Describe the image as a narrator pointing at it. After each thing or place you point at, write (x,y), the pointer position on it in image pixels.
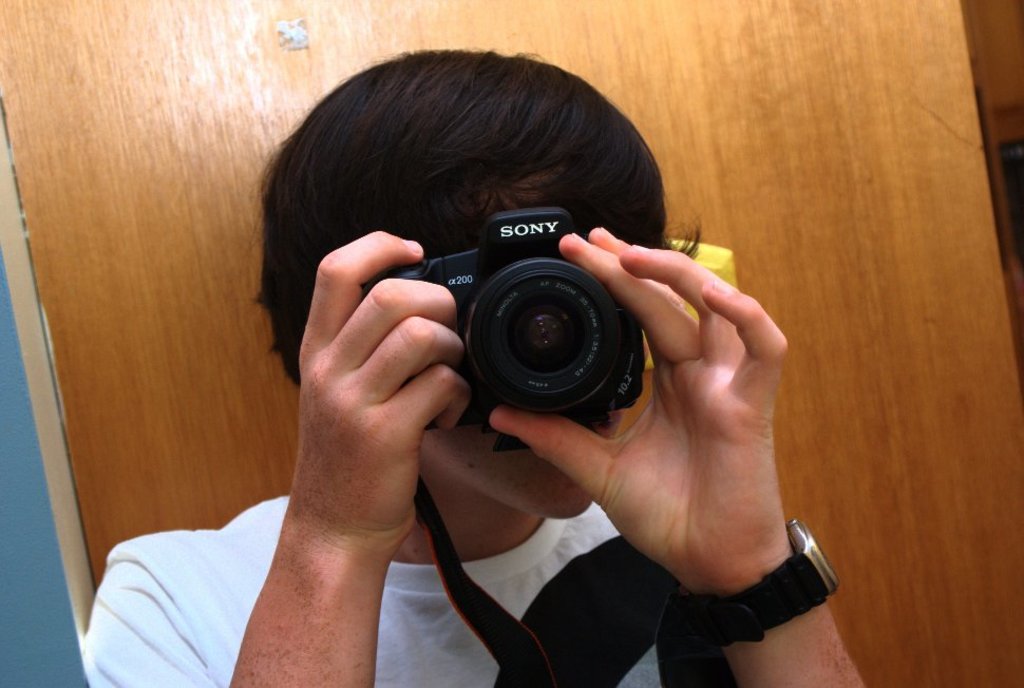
This man (578,252) wore white t-shirt (415,607) and holding a camera (531,277). I think this man (661,539) is trying to take a snap from this camera (577,347).
